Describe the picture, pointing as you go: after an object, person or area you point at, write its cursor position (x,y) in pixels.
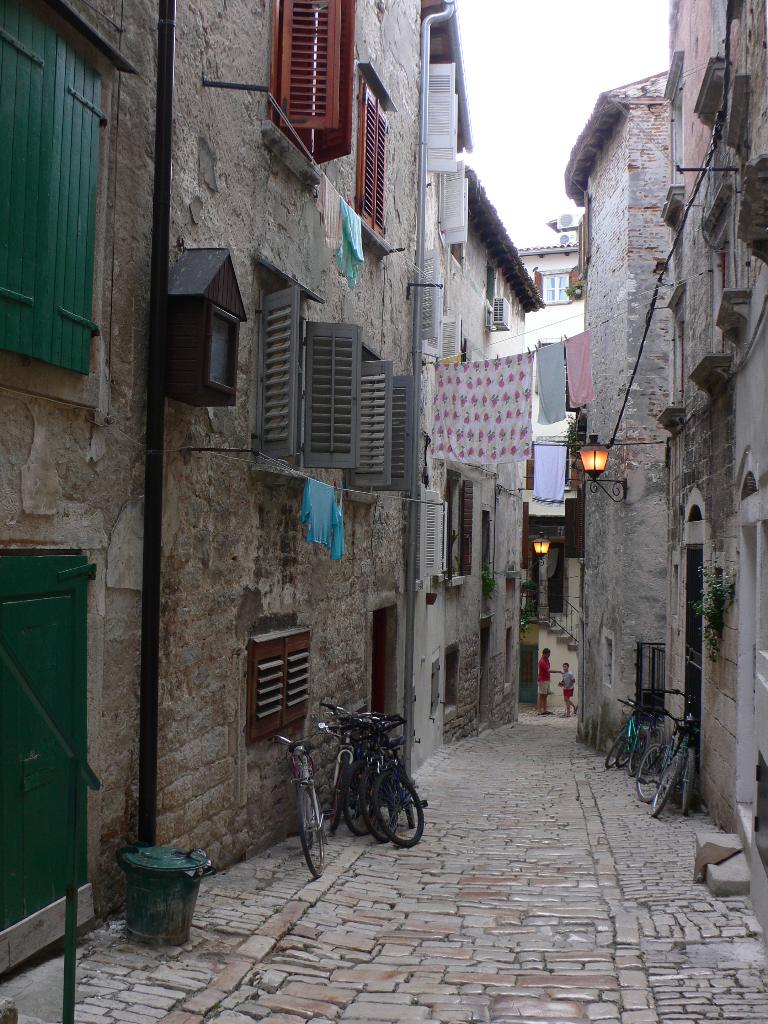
In this picture we can see bicycles (676,737) near to the wall (318,705). Here we can see windows (332,465), doors (381,700) and pipes (414,404). In the center (504,412) we can see cloth (577,367) hanging on the rope (425,363). Here we can see a boy (569,697), standing near to the woman (547,669). In the background (586,272) we can see a building (530,310). On the top (530,88) there is a sky (516,48). On the bottom left corner (145,914) there is a dustbin (144,876).
